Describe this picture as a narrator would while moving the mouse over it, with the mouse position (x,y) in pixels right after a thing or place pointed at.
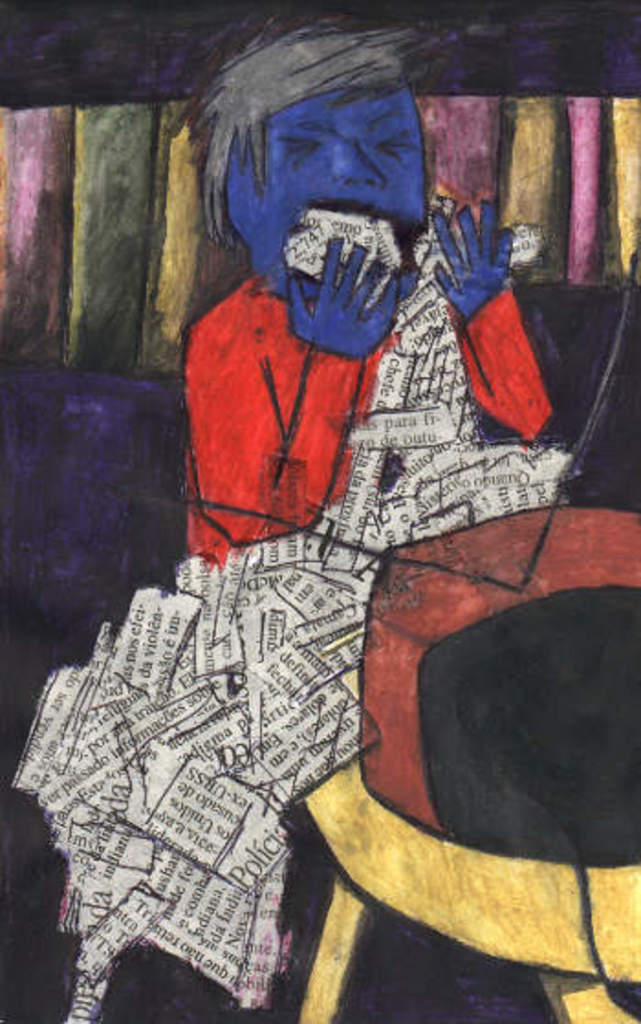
In this image, we can see an art (376,408) contains a person (268,298).
